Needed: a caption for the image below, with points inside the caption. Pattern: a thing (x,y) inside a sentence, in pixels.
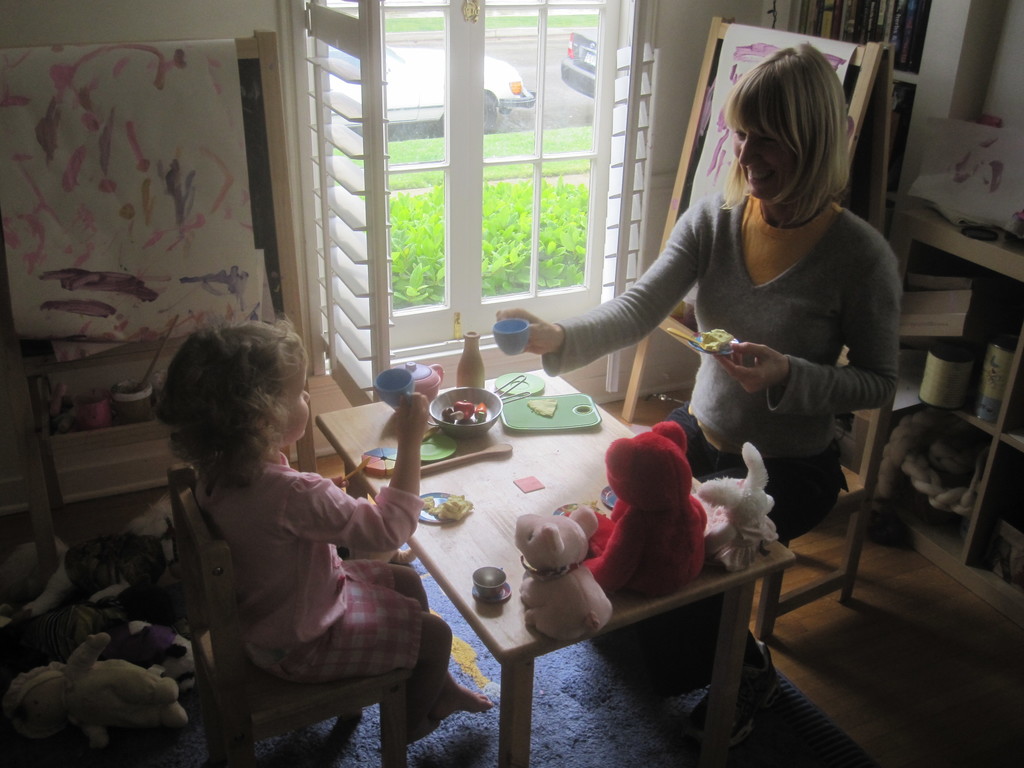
In the image we can see there is a woman (853,340) who is sitting on chair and there is a little girl (297,569) who is sitting in front of her and on table (499,532) there are toys (595,574) and in a bowl (464,428) there are toy food items (485,414) and noodles (463,513) in a plate (463,513) and a cup (496,336).
